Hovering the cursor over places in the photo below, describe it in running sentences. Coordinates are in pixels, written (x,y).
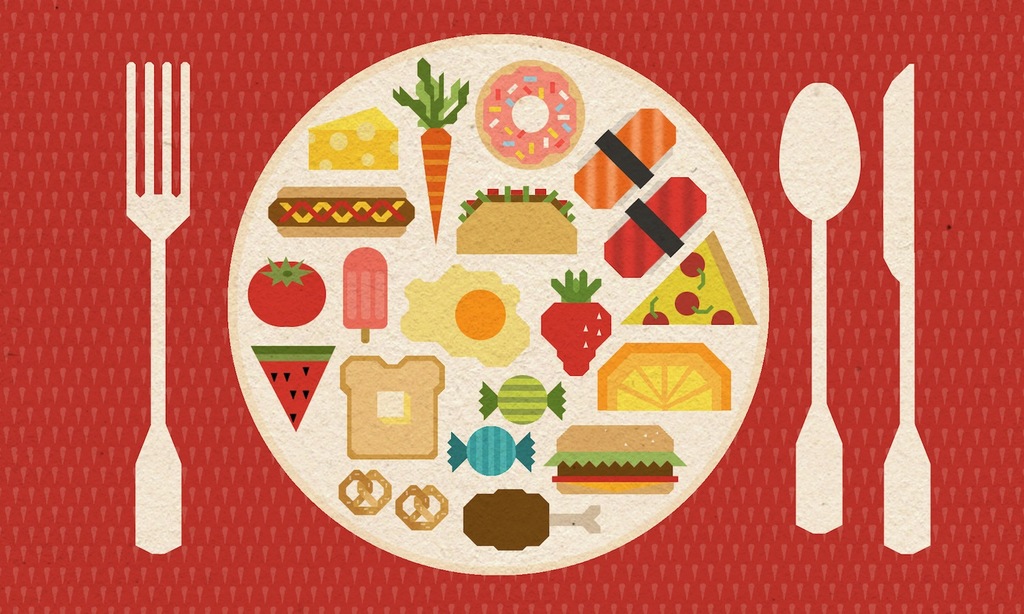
This image consists of a poster (626,540) with an image of a plate (470,384) with food items (443,277), a fork (159,216), a spoon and a knife (910,241) on it. There are a few toffees (476,436), a few fruits (565,324), vegetables (434,149) and many food items (387,377) on the plate (501,174).
